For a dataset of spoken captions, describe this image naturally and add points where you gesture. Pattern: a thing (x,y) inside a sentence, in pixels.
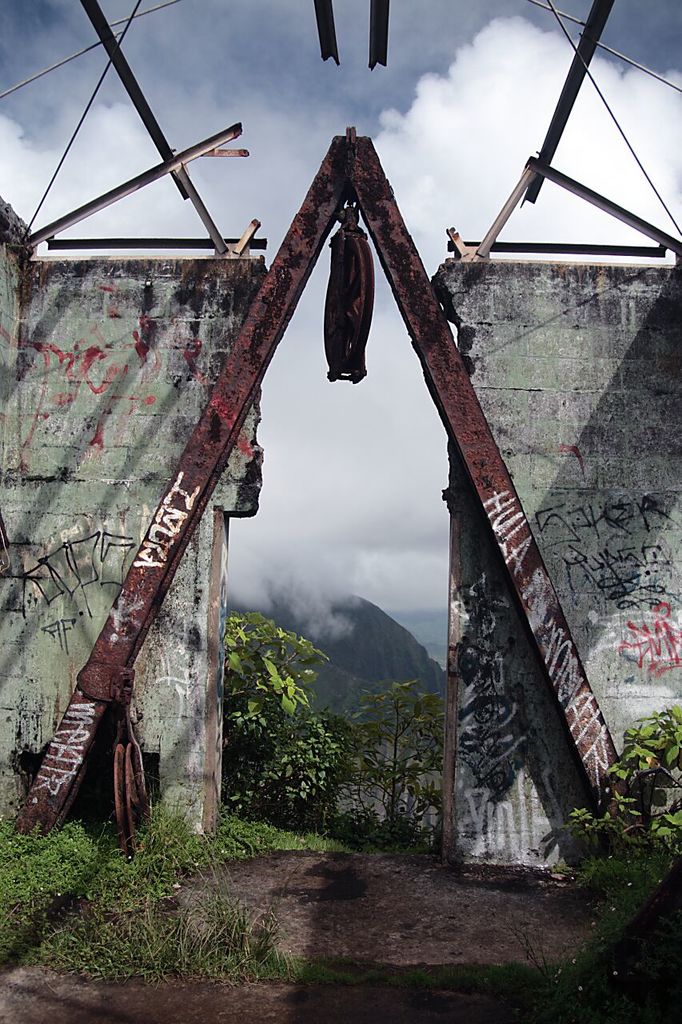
In this image, we can see plants (282,664), grass (206,951), path (222,1002) and metal objects (500,534). Background (372,518) there is the cloudy sky (335,471) and hills (299,614).
